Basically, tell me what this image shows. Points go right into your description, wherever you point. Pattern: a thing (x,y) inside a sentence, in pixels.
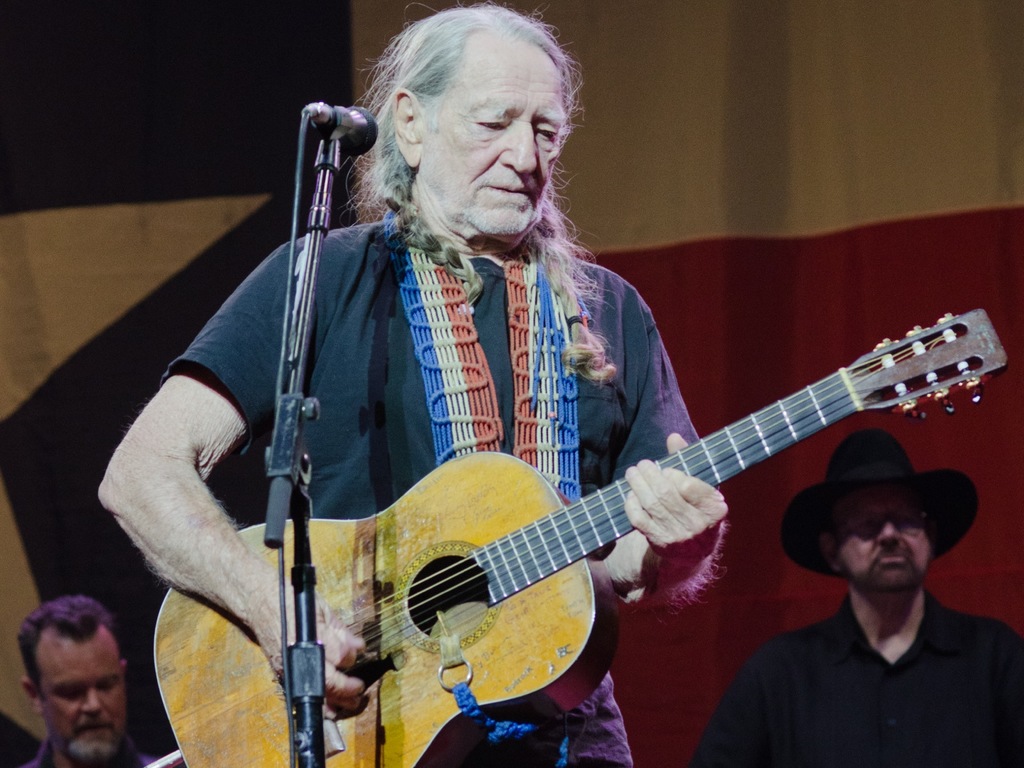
In the image we can see there is a man (501,348) who is standing and holding guitar (461,624) in his hand (699,509). At the back (50,678) there are people (836,670) standing.
